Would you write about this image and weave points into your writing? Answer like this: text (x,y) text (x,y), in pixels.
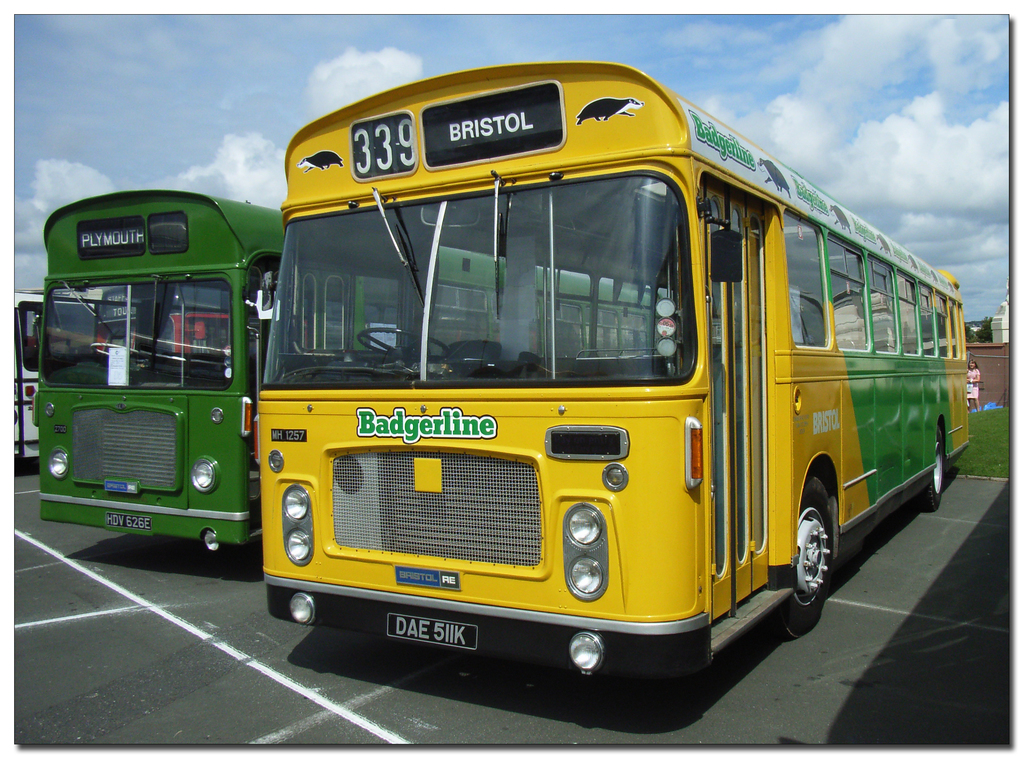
In the foreground of the picture (379,603) there are buses (426,369). In the background (981,360) towards right (986,360) there are building (998,336), trees (983,329), wall (988,374), person (974,397) and grass (997,442). Sky (244,101) is sunny.
